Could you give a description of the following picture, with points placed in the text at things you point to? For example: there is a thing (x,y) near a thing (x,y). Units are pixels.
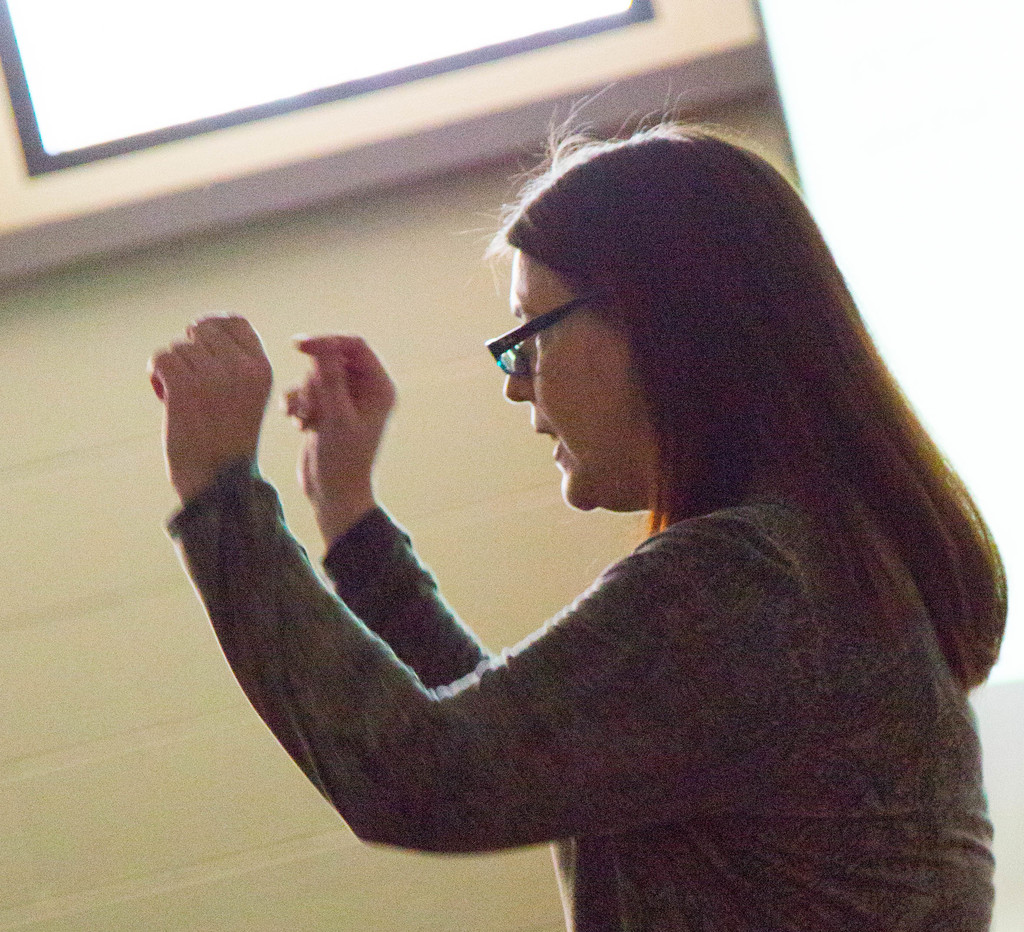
In this image we can see a woman (745,359) wearing spectacles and a dress (747,716). In the background (100,98), we can see a display screen (319,56) on the wall (220,298).
